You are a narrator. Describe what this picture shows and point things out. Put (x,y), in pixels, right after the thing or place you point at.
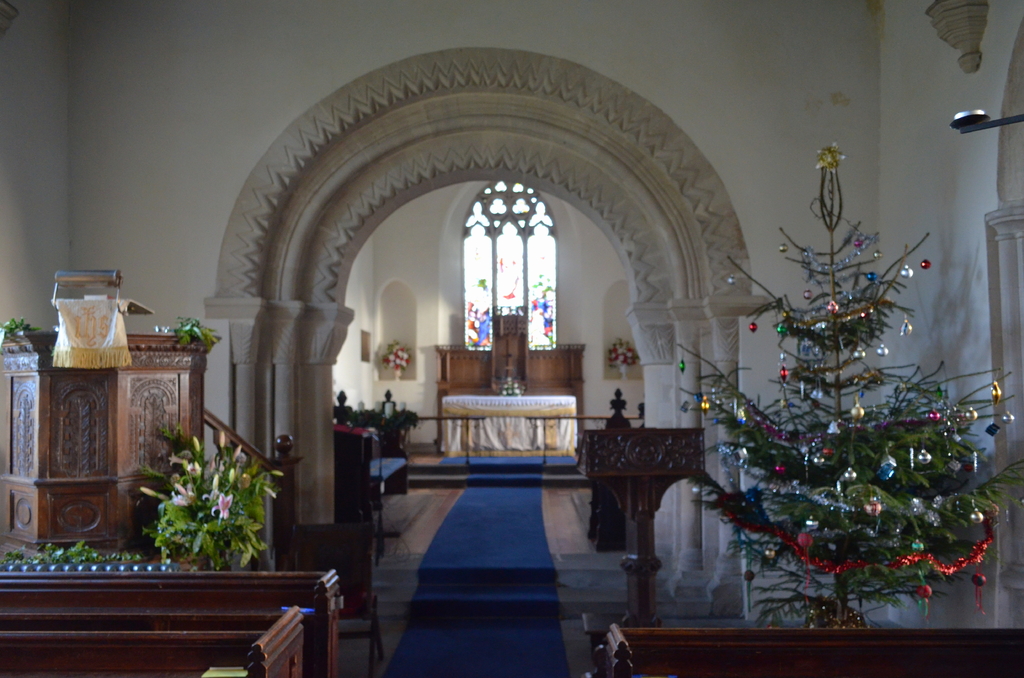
This picture might be taken in a church (307,350), in this picture on the right side (878,441) and left side (134,600) there are some benches (122,595) flower pots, plants (850,433) and some tables (125,417). In the center (511,382) there is one table (542,403), one cross (507,367), flower pots (391,350), plants (384,361) and one glass window (481,270). At the bottom (420,566) there is one carpet (437,559) on the floor (425,491), and on the top of the image (652,64) there is a wall (137,95).
